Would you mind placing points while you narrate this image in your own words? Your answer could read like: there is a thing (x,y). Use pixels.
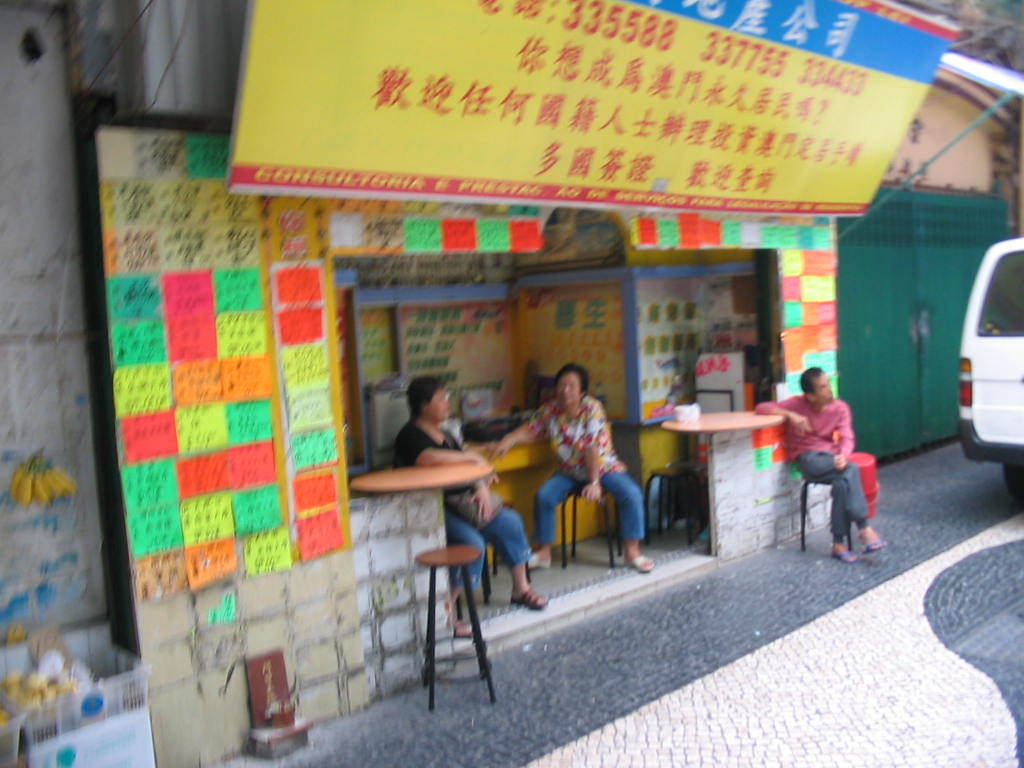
In this picture we can see three people (569,417) sitting on stools (697,514), posters (533,215), gates (863,321), vehicle (1008,308) on the road (909,575), basket (131,702) and some objects (738,368).
